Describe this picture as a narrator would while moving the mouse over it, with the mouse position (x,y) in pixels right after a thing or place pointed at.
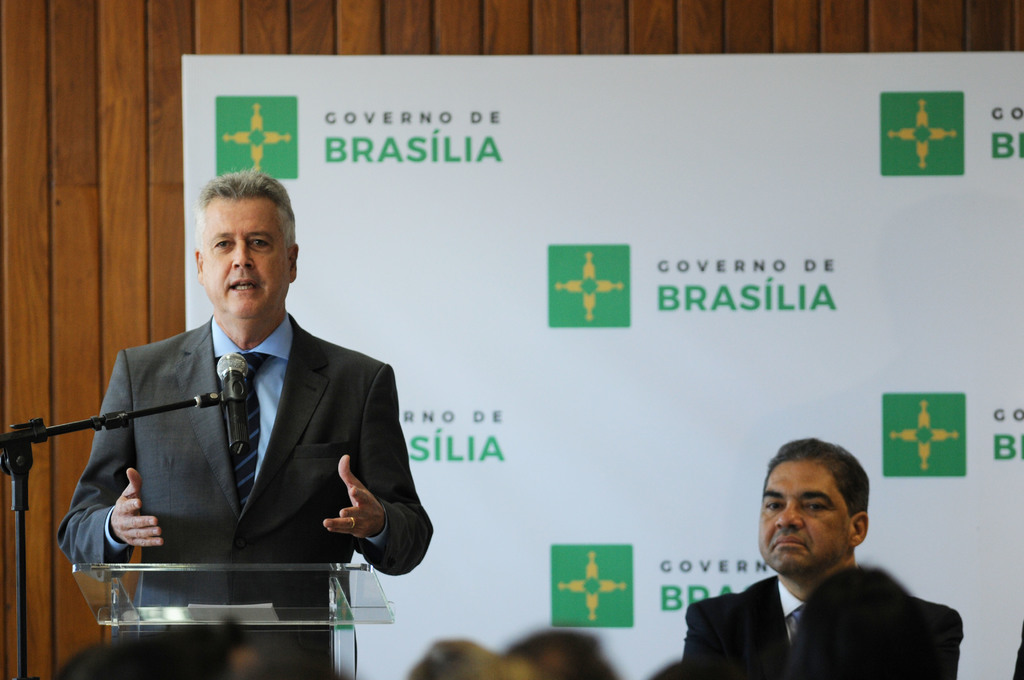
In-front of this person (254,405) there is a podium (258,587) and mic (240,437). Background (183,72) there is a hoarding (446,379) on wooden wall (293,35). Here we can see people (759,657).
